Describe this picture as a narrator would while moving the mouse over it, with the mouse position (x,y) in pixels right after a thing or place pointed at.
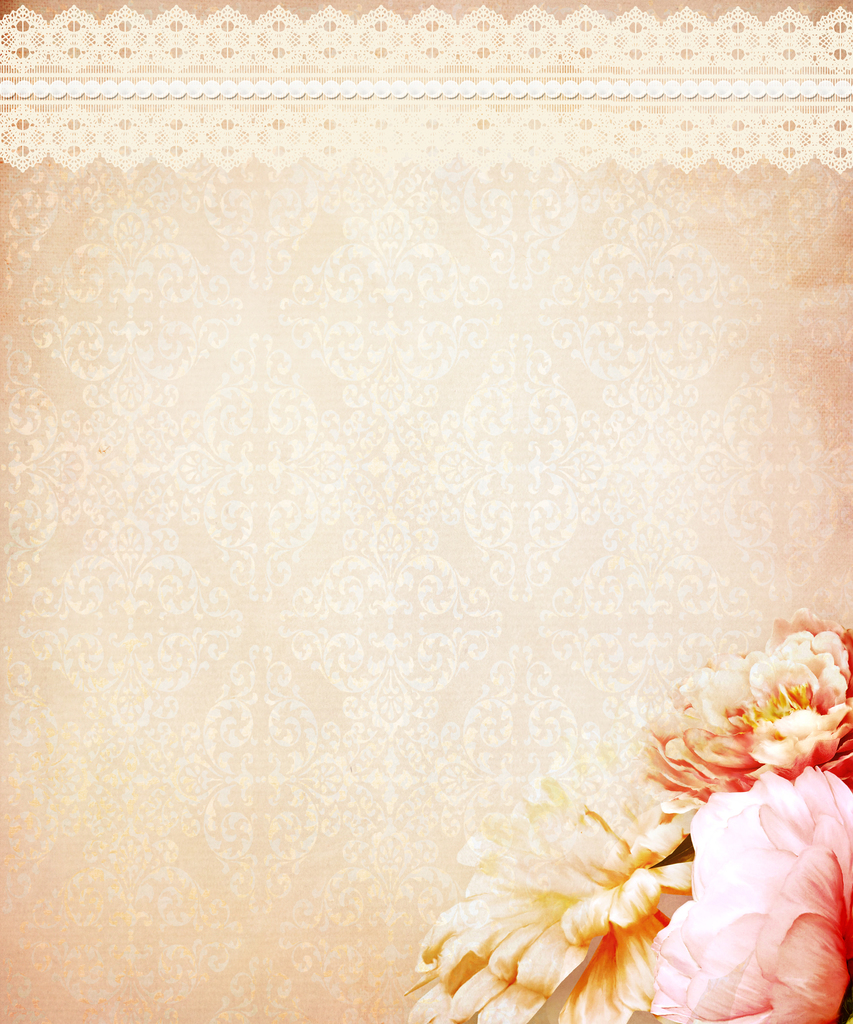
In this image I can see a wallpaper (443,698). In the bottom right corner (717,875), I can see the flowers (656,867).
